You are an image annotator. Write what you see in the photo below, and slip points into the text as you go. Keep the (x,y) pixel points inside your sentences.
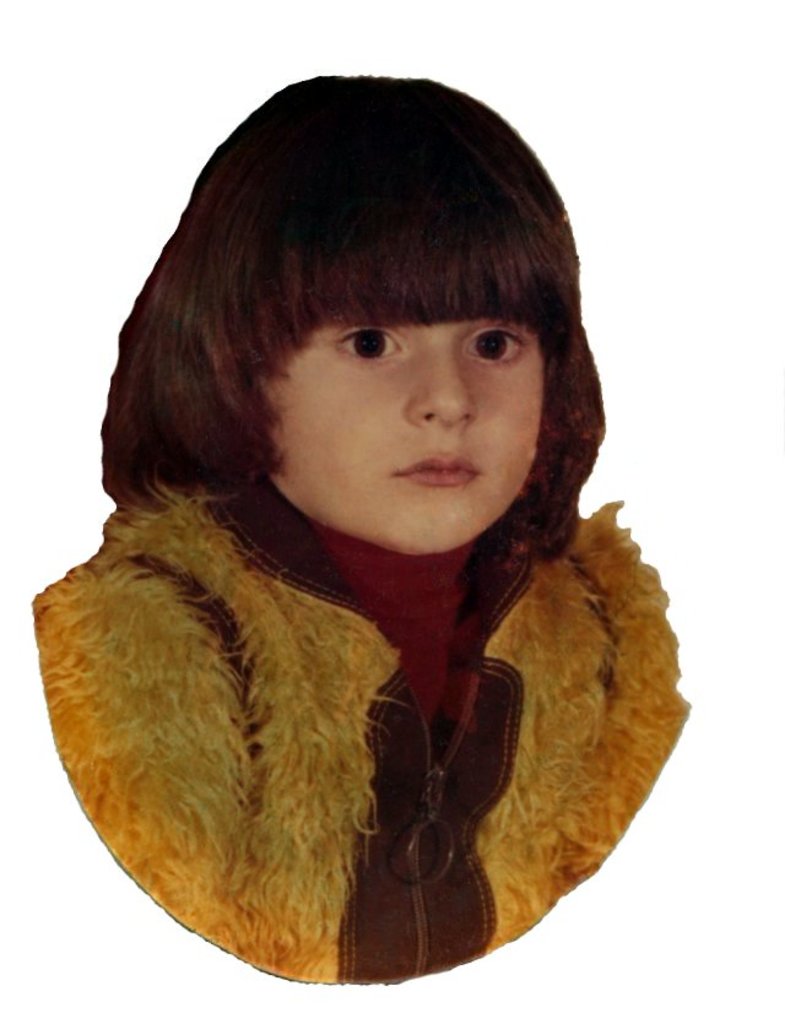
In the image we can see there is a kid (391,732) and the kid (363,740) is wearing jacket (482,854). The image is the outline of the kid (494,807).
